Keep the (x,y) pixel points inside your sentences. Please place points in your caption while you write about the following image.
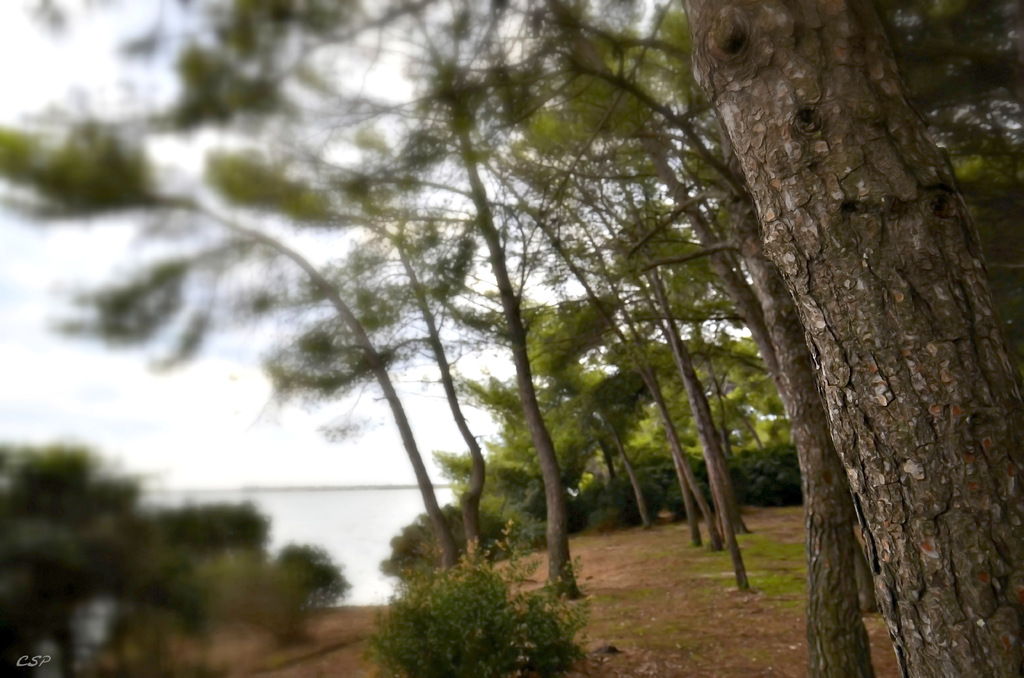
In this image there are so many tall trees (699,370) one beside the other on the ground (728,553). In the background (344,521) there is water (362,532).
